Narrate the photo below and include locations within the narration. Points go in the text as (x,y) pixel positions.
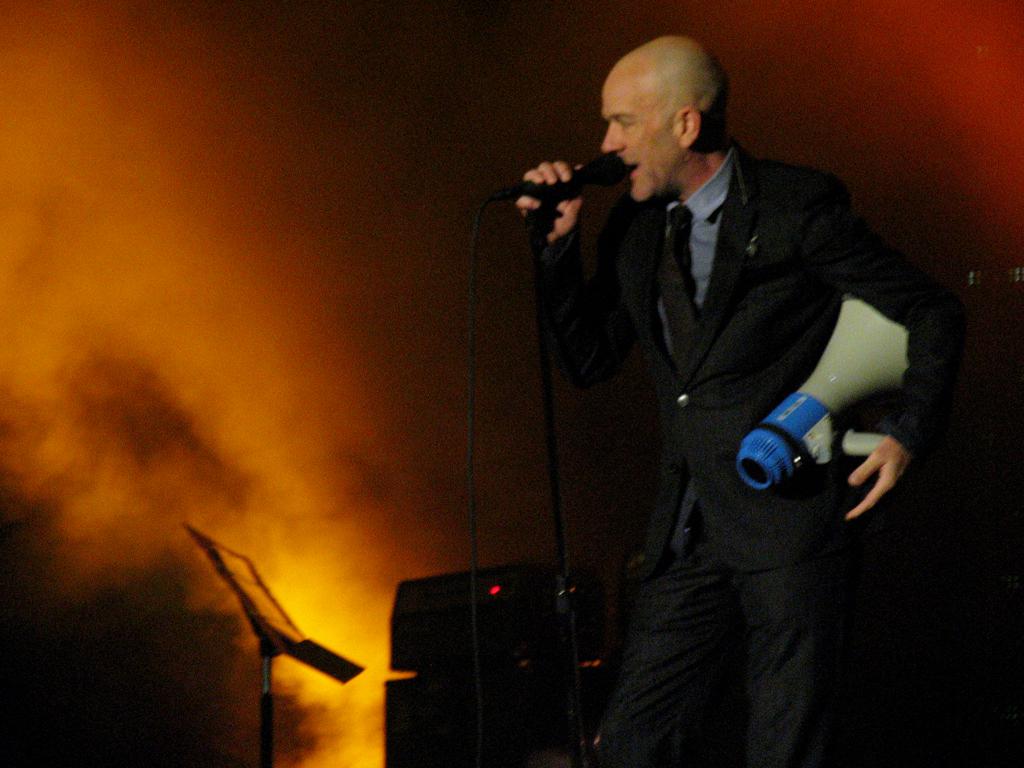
In this picture there is a man (795,241) standing. He is wearing a black suit (720,373). He is holding a microphone (604,184) in his hand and a speaker (804,402) in his arm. In front of him there is a microphone (571,191) and it stand (550,372). the background (121,320) is colorful. In the background (450,632) there is a box (424,632) and a book holder (273,632).
